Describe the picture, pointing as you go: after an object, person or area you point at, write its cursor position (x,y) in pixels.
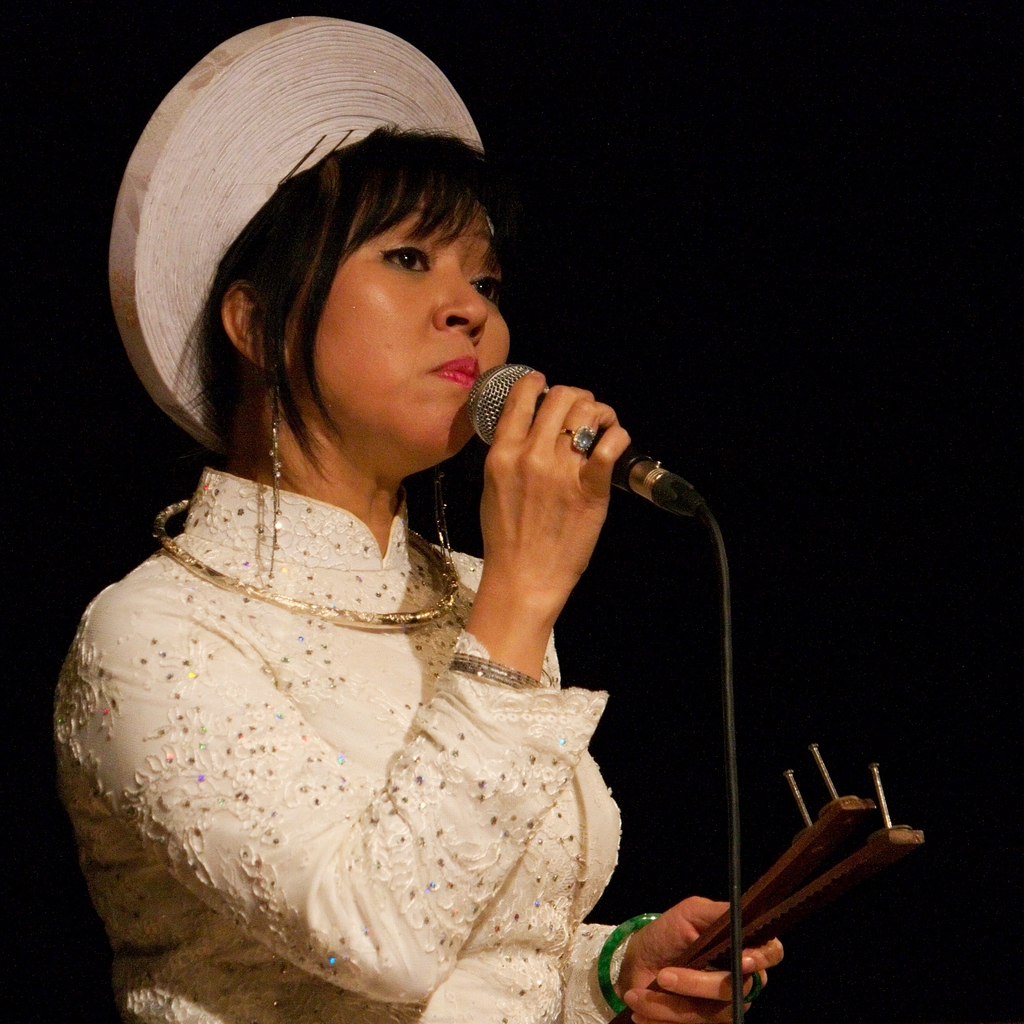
In this is image a lady (348,527) is holding a mic (539,405) and few other things (811,860). She is wearing a white dress (280,641) and white cap (190,133).
